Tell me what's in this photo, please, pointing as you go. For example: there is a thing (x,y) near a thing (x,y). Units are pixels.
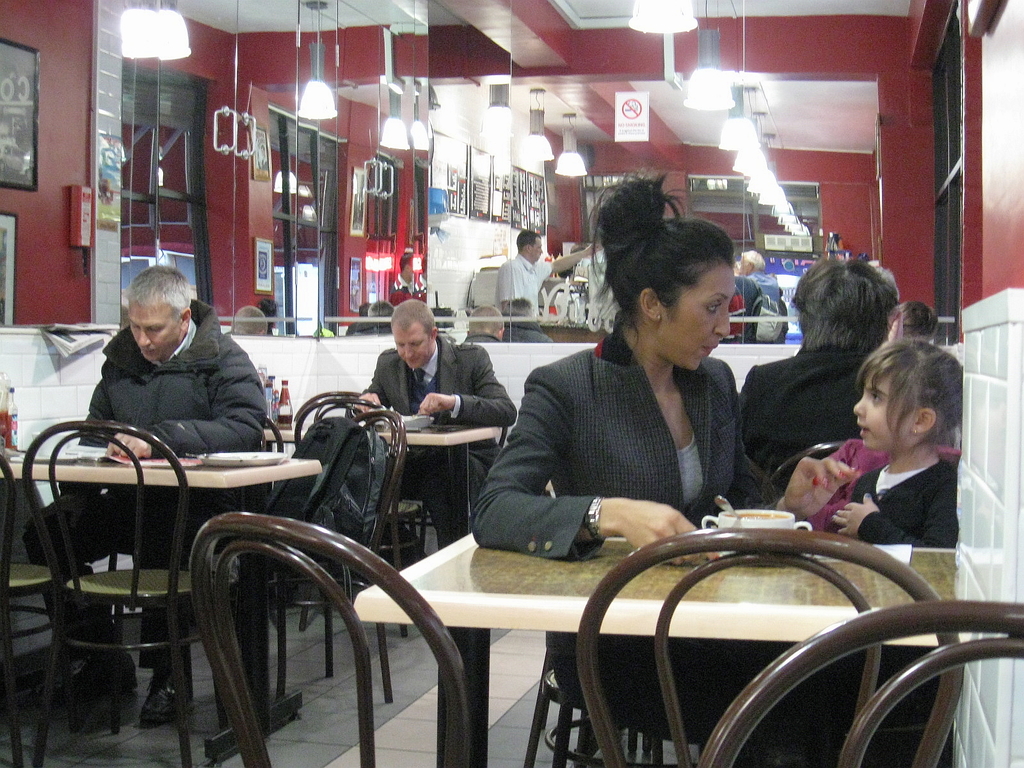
There are five persons (600,420) sitting on the chairs (961,647). On the table (817,616) there are cups (749,518), plates (253,459), and bottles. On the background (213,159) we can see a man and these are the lights (733,93) and there is a door (207,141). And this is floor (397,706).
